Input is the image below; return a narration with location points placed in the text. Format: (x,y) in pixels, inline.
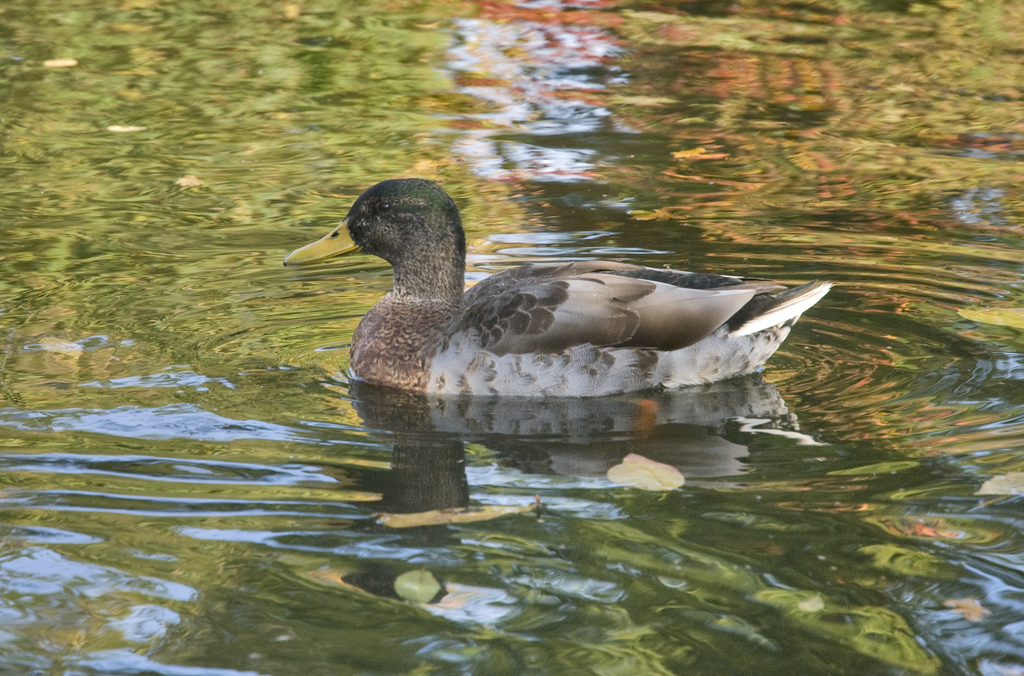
In this picture I can see there is a duck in the water (577,479) and there are some leaves (631,478) in the water (654,522).
